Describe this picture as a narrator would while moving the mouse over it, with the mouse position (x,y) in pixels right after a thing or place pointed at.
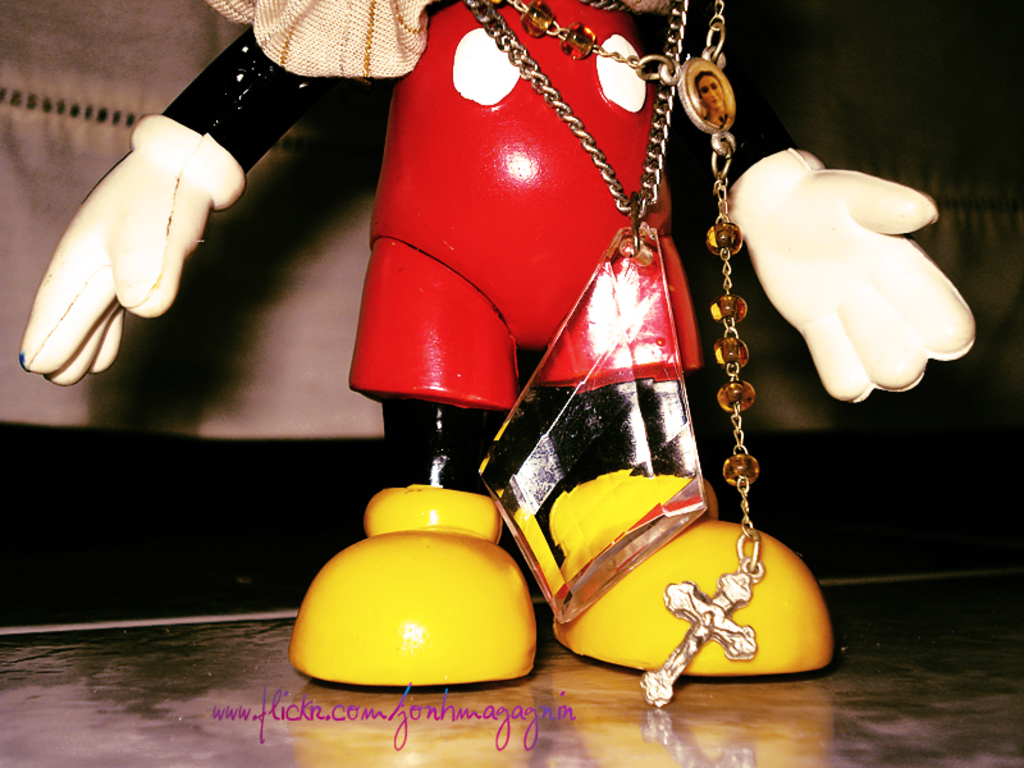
In the picture I can see a toy (524,262) and some other things (544,527). I can also see a watermark (536,740) on the image. The background of the image (990,444) is dark.
